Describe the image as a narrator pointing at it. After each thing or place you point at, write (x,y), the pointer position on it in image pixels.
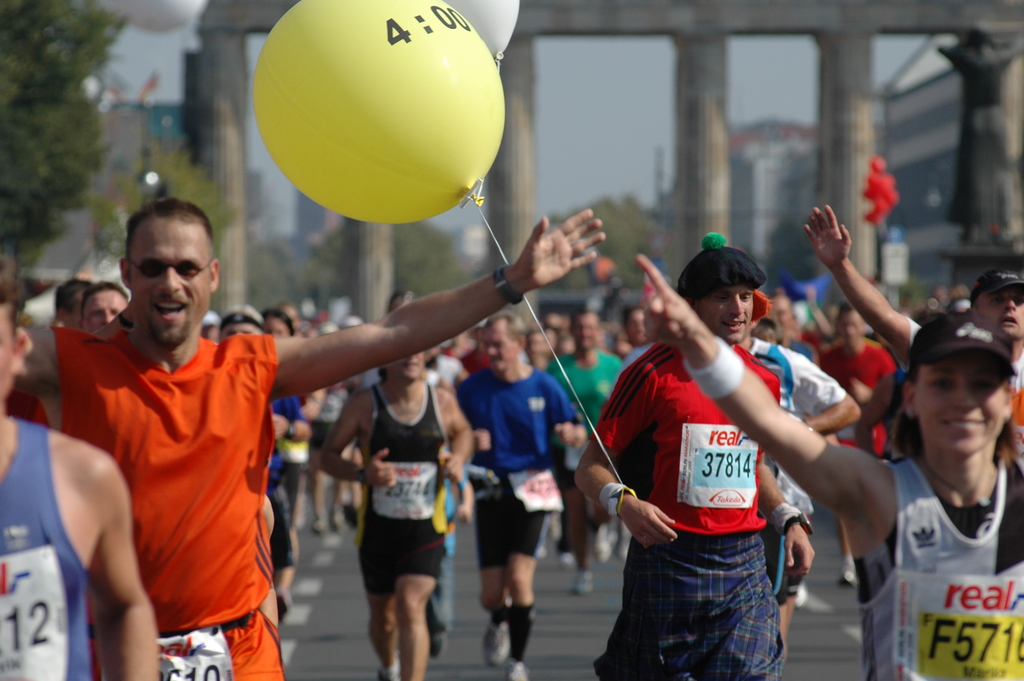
In this image I can see group of people (373,479), some are walking and some are running. In front (331,30) I can see two balloons (370,30) in yellow and white color. Background (203,95) I can see few trees (26,123) in green color, buildings (225,276), and the sky (615,163) is in white color.
